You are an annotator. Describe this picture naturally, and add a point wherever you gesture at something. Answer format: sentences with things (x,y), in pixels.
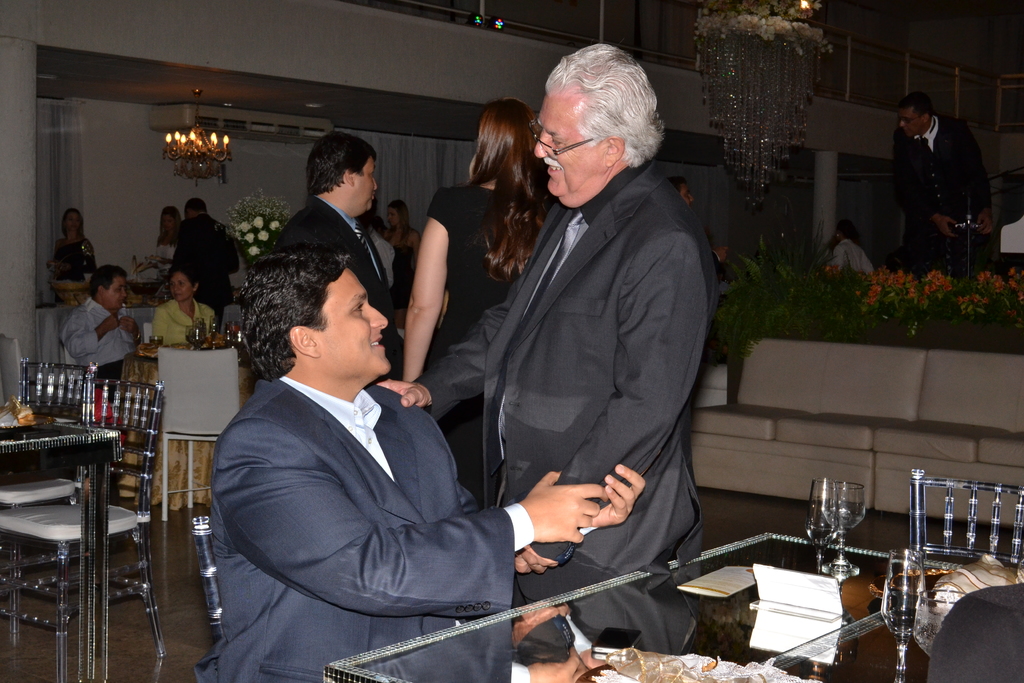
This Image is clicked in a restaurant (20,168). There are so many people (465,421) in this image, there are plants (860,281) on the right side (920,294), there is a table (915,651) in the bottom (852,647), on the table (884,567) the glasses (828,568), papers (751,578), chairs (124,469) are around the table (749,593). There is a light (776,75) on the top (748,171).
